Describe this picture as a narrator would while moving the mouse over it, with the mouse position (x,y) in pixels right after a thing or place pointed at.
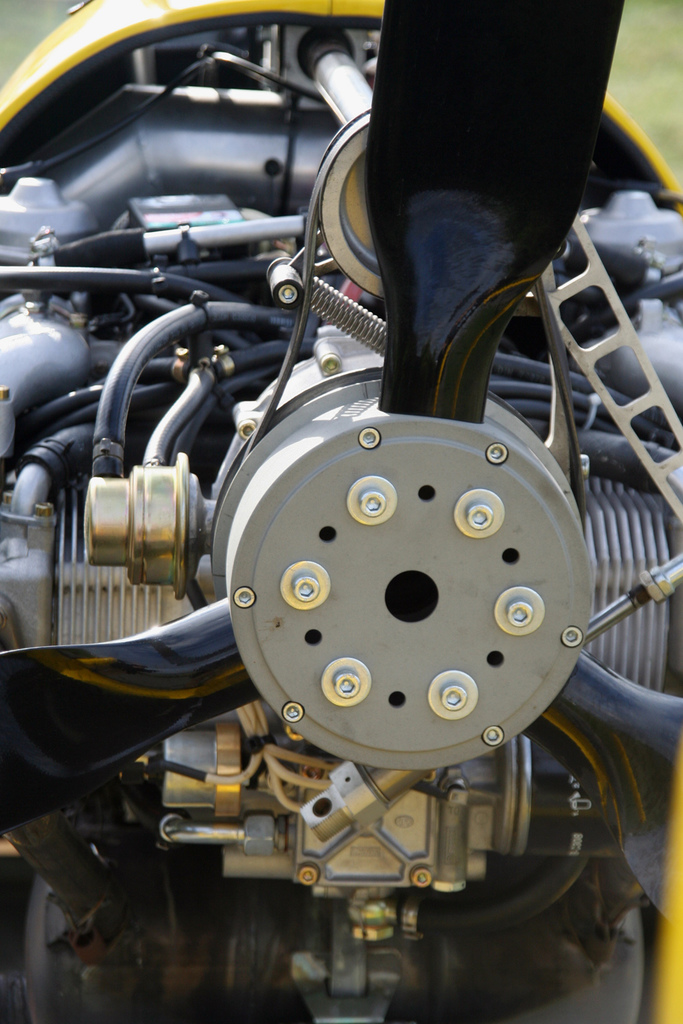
In the picture I can see the engine parts (7,622) of a vehicle (407,461).
